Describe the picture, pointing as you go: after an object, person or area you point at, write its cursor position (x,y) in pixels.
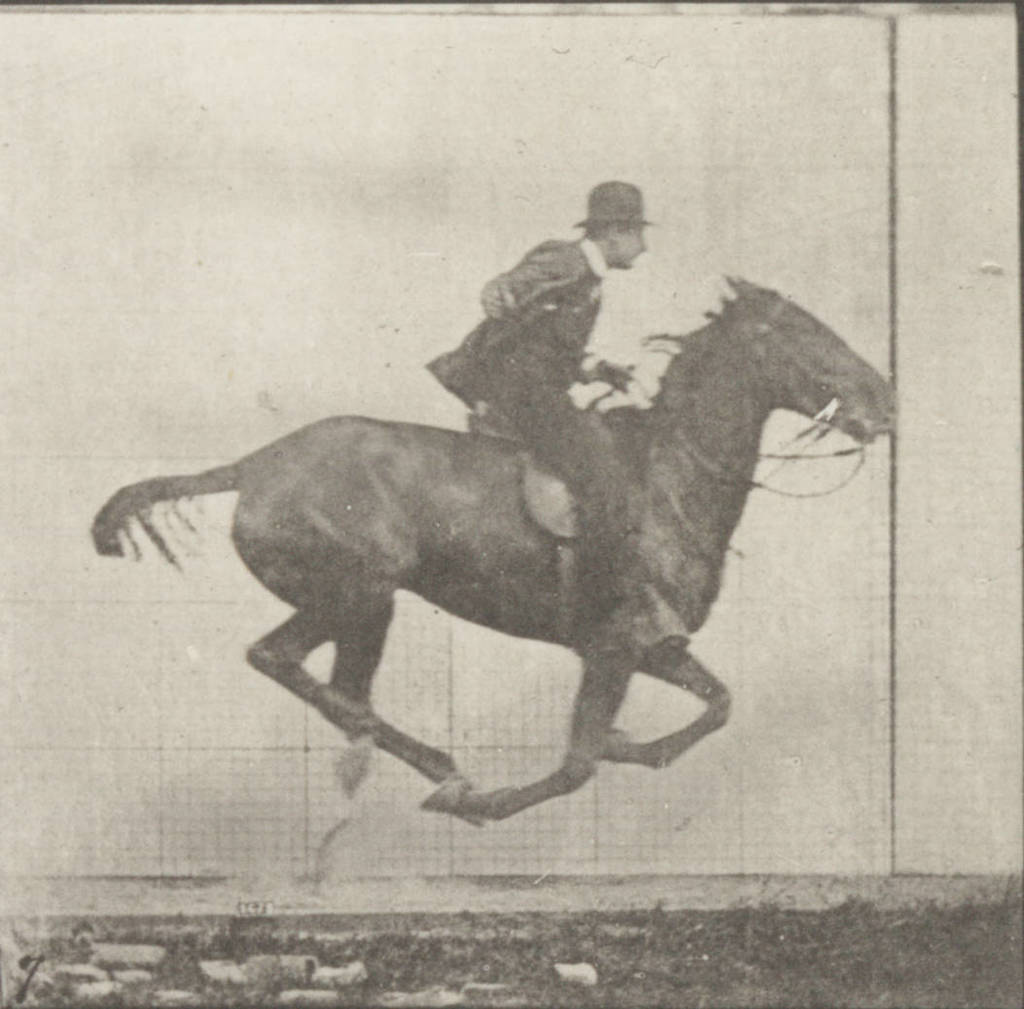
In this image we can see a picture of a man (569,393) riding the horse (710,349).
